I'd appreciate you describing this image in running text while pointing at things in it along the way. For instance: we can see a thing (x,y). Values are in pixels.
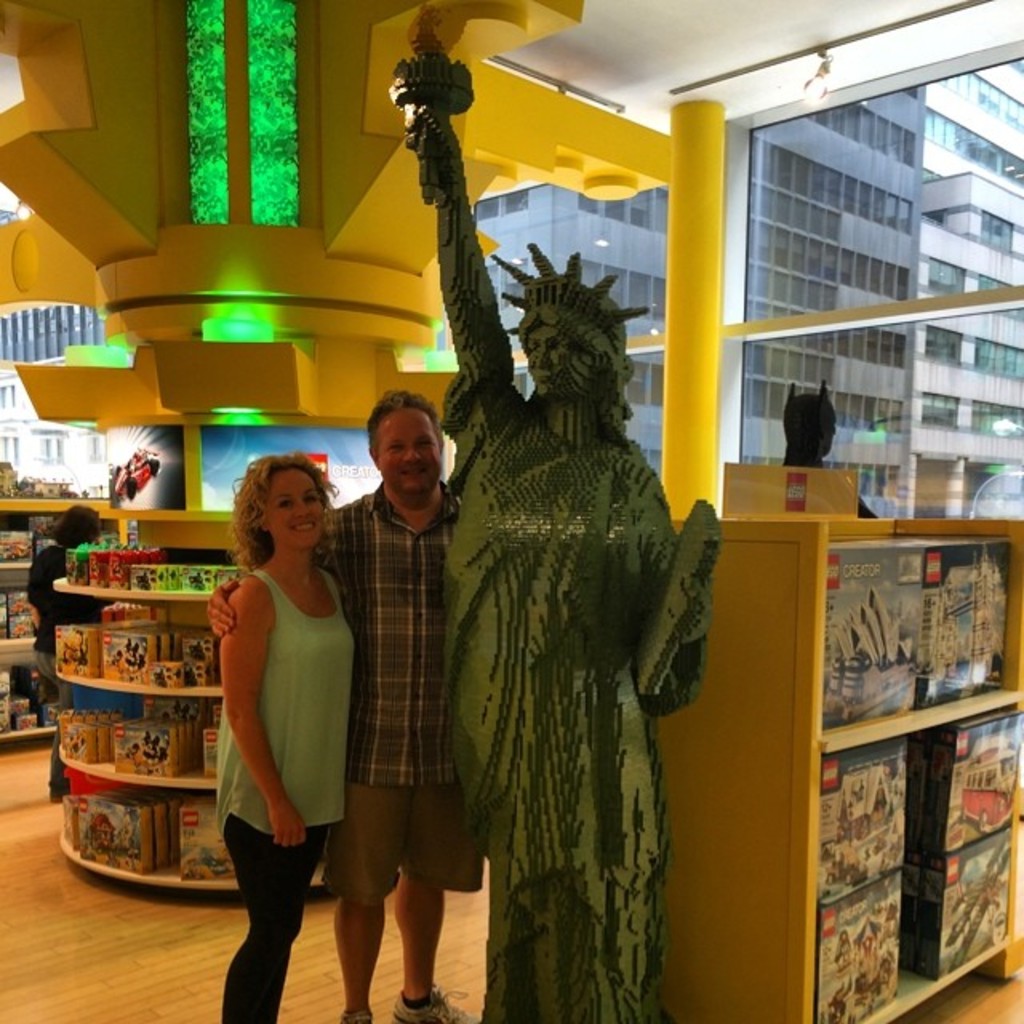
In this image I can see the statue (498,889) and I can also see two persons (345,669) standing. The person (339,695) at left (327,698) is wearing green and black color dress (277,940) and the person (367,843) at right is wearing white, gray and cream color dress (412,688). Background (11,708) I can see few cardboard boxes (157,680) on the racks (216,551) and I can see few lights (106,347), background (808,249) I can see few buildings (820,235) in brown and gray color.
